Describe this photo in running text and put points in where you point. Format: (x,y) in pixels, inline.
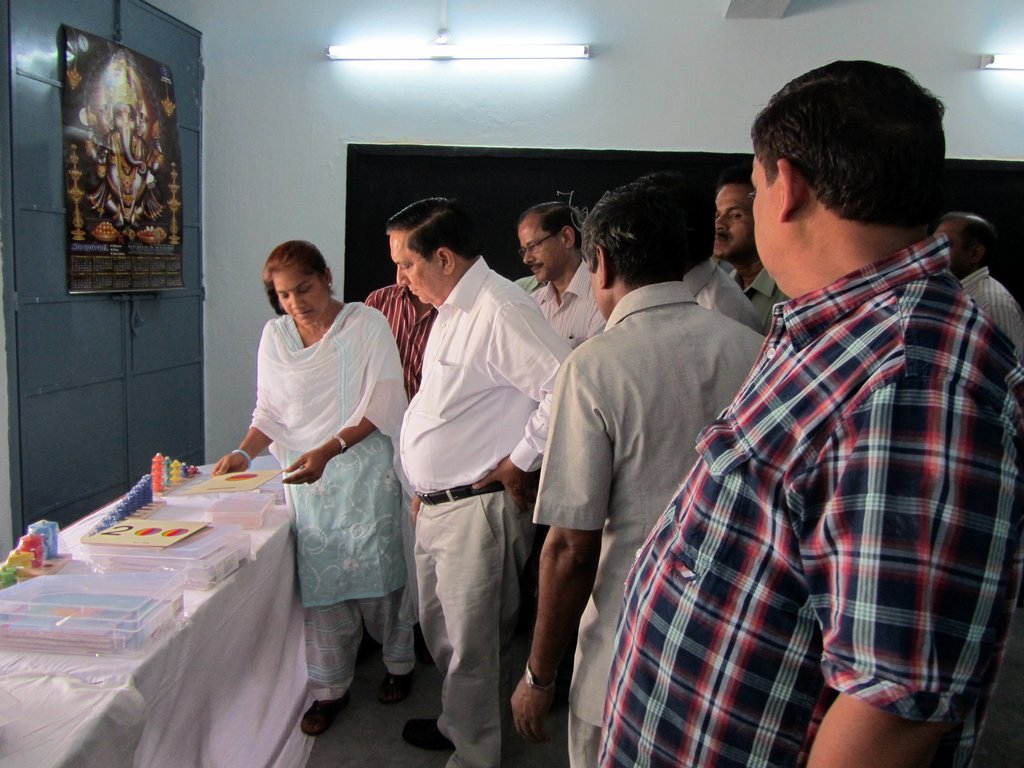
In this image we can see the people (813,458) standing on the floor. We can also see a table (264,631) which is covered with the cloth (152,675) and on the table (264,544) we can see the boxes (185,543), cards (173,537) and also some other objects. We can see the wall (256,103), lights (534,59), a calendar (140,161) with an idol (123,195) hanged to the door (140,393).
